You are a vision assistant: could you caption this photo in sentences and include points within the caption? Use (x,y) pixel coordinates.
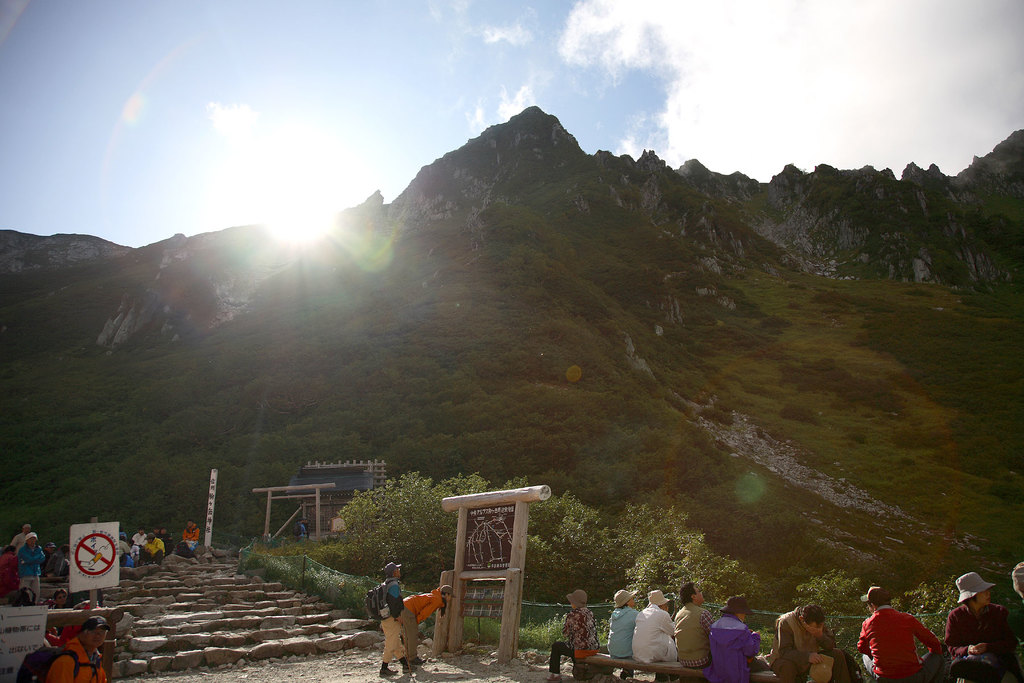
In the foreground of this image (805,653), on the right (812,653), there are persons (966,635) sitting on the bench (625,666). In the middle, there is a board (499,529) and two persons (412,647) standing near it. On the left (153,557), there are persons (144,539) standing and sitting on the stairs (141,578), few sign boards (80,560) and the wooden poles (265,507). In the background (795,183), there is a mountain (391,235), sky (507,109), cloud (783,36) and the sun (315,194).
